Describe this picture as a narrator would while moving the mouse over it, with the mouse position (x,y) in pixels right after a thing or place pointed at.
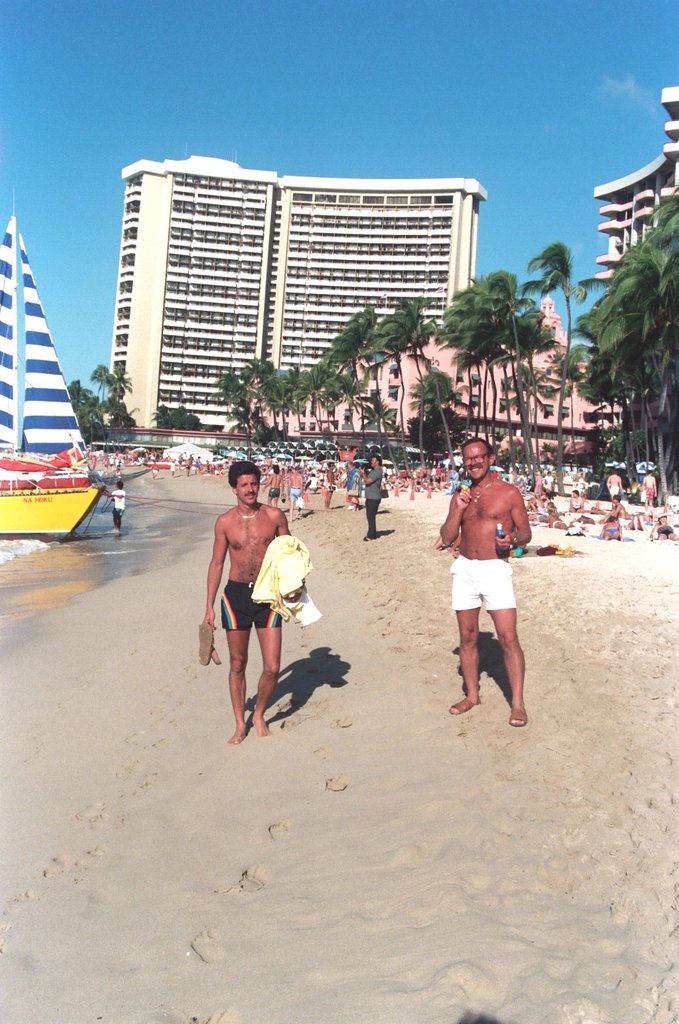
There are people (456,707) walking on the sand (385,702), there are trees (624,352), people (116,485), a ship (27,474), buildings (189,293) and the sky (53,231) in the background (221,179).
